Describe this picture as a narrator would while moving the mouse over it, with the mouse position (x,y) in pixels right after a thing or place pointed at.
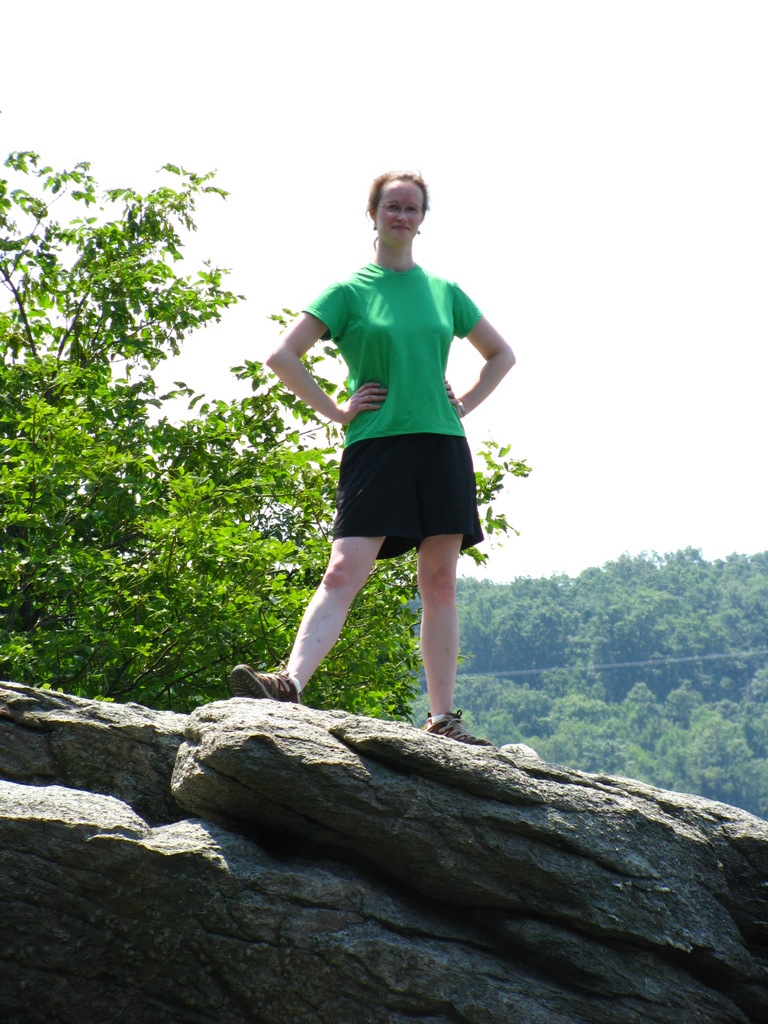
In this picture there is a woman (442,321) who is wearing green t-shirt (411,309), short (393,509) and shoe (261,694). She is standing on the stone (434,759). On the back (291,647) we can see many trees (513,589). On the top (531,120) there is a sky (518,121).
